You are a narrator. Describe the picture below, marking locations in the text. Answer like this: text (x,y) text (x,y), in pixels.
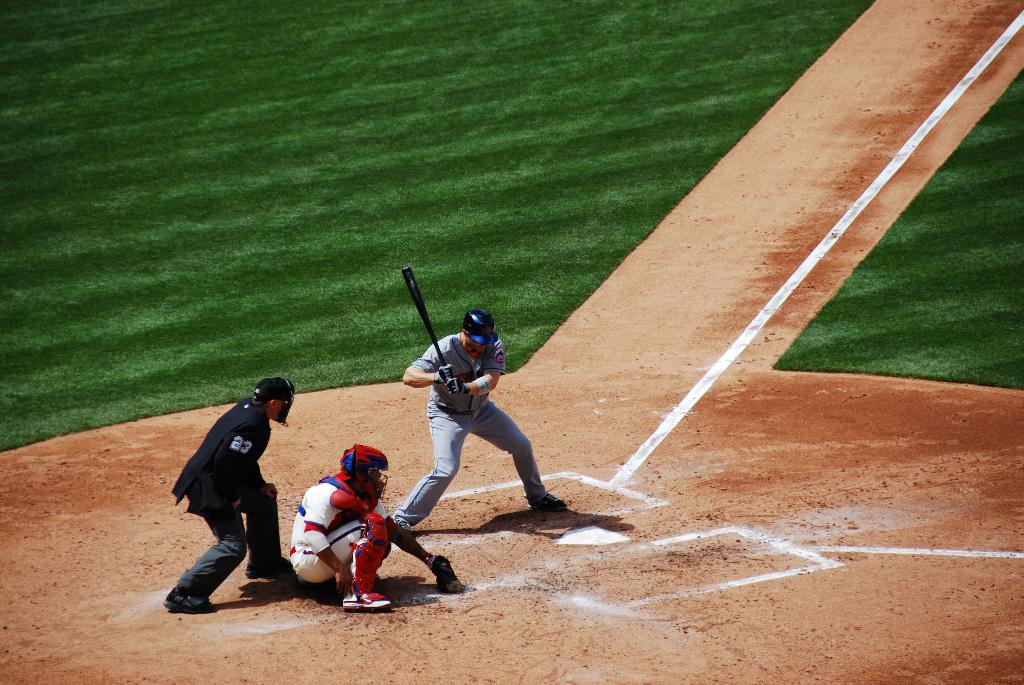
There are three people (411,369) playing baseball. One person (473,396) is wearing helmet (479,323) and gloves (448,369) is holding a bat (430,322). Two persons (360,506) are wearing helmet (359,453). On the ground (333,182) there is grass (894,279).
